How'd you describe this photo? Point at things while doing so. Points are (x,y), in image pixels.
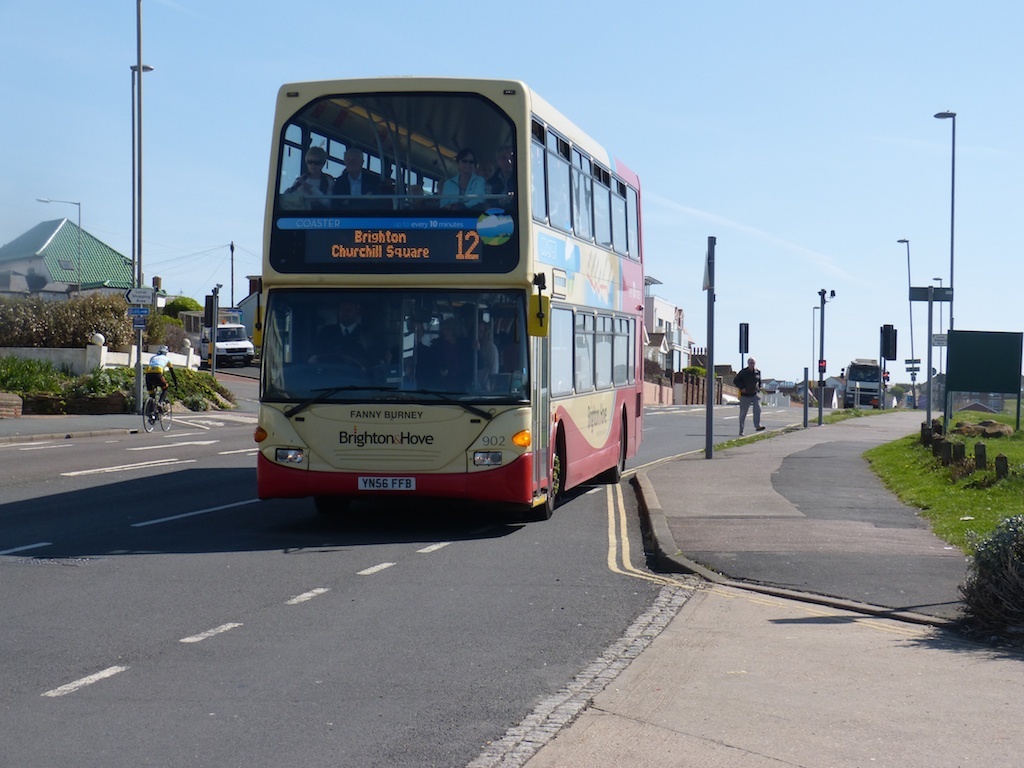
In this image we can see a double decker bus (421,383) which is of red and yellow color and at the background of the image (856,367) there are some persons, vehicles (237,328) moving on the road (21,505), trees (173,324), buildings (129,265) and at the top of the image (728,54) there is clear sky (621,41).
